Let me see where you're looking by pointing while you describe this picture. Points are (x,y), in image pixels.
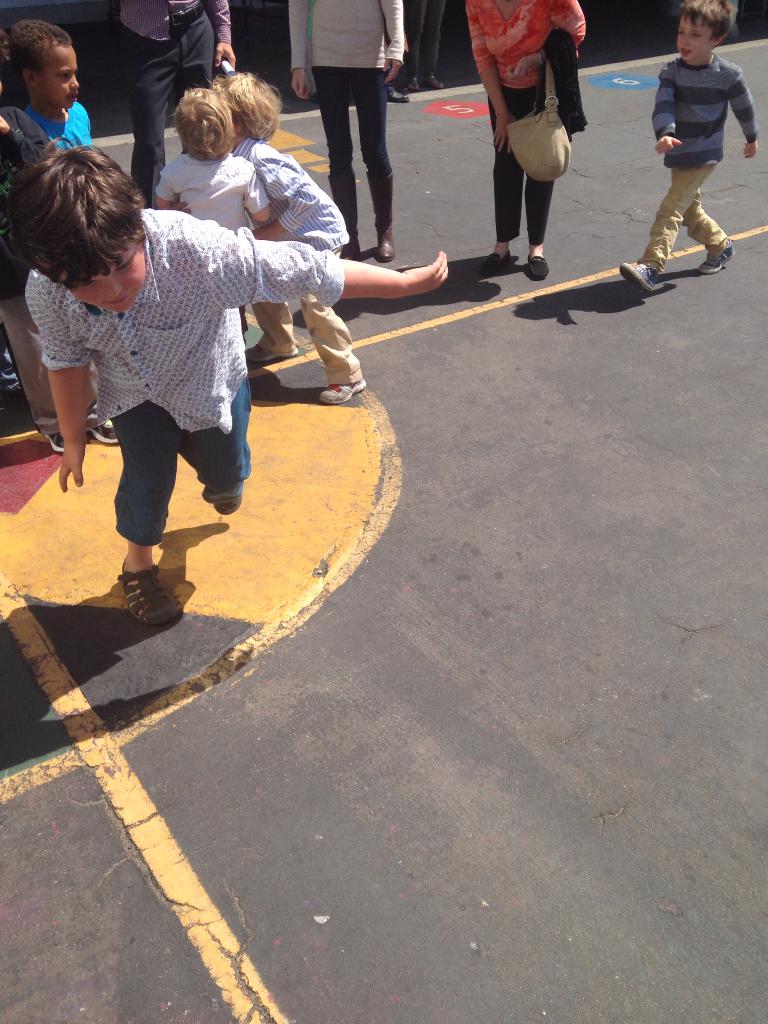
In this image, we can see persons (477,21) and kids (228,178) wearing clothes (695,85).
